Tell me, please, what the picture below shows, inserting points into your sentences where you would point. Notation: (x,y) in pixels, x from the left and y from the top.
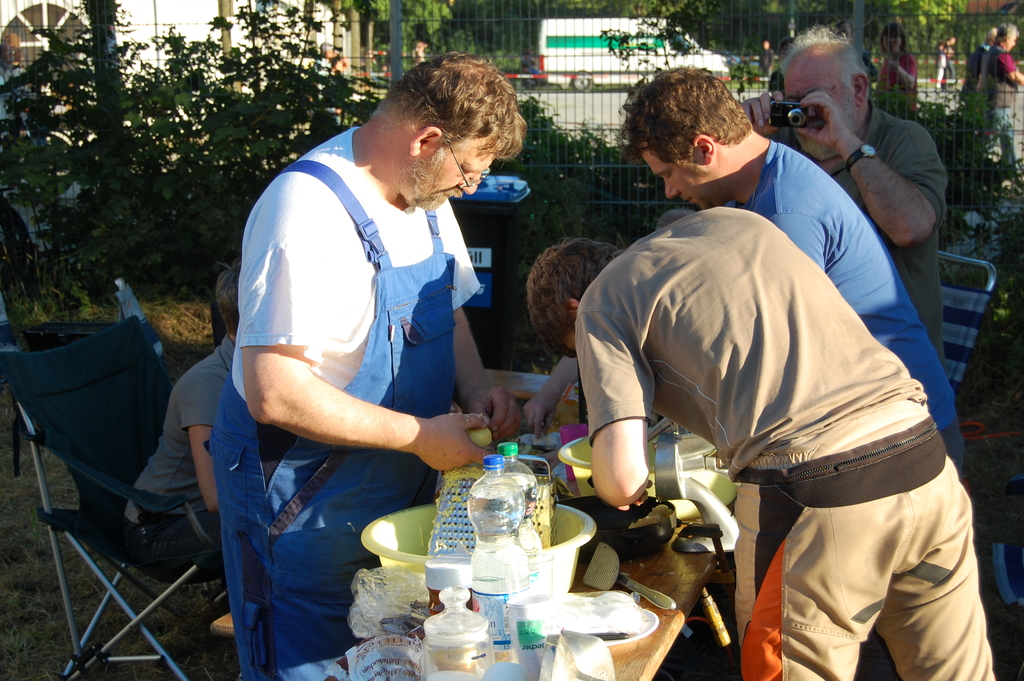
In this image I can see there are water bottles (475,490) and other food items (561,599) on this table (584,567). In the middle (446,428) a man (317,285) is trying to cook, he wore white color t-shirt (337,341). On the right side (861,77) an old man (869,187) is shooting with the camera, behind him there is an iron net (501,66) and there are trees (377,100), at the top (597,27) there is a vehicle (570,62) in white color.
